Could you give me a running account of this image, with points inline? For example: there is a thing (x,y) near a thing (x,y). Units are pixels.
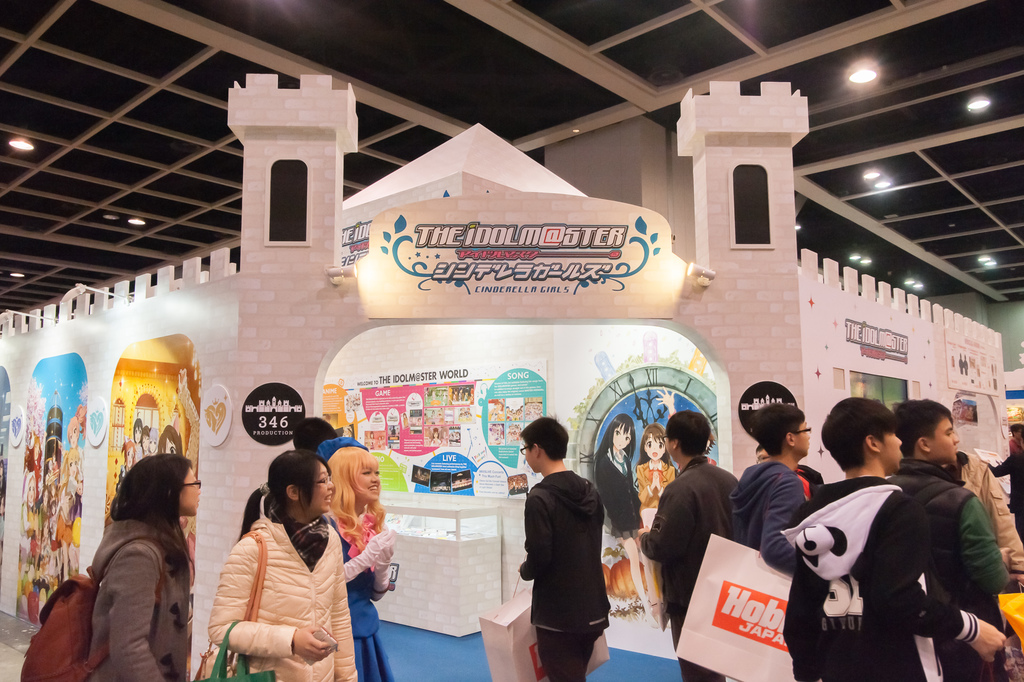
In this picture there are group of people (739,497). At the back (827,337) there is a building (566,309) and there are boards (969,340) and there are pictures (153,443) of group of people (140,451) and there is text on the building (585,364) and there is a table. At the top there are lights (699,271). At the bottom (18,636) there is a floor (21,652).
